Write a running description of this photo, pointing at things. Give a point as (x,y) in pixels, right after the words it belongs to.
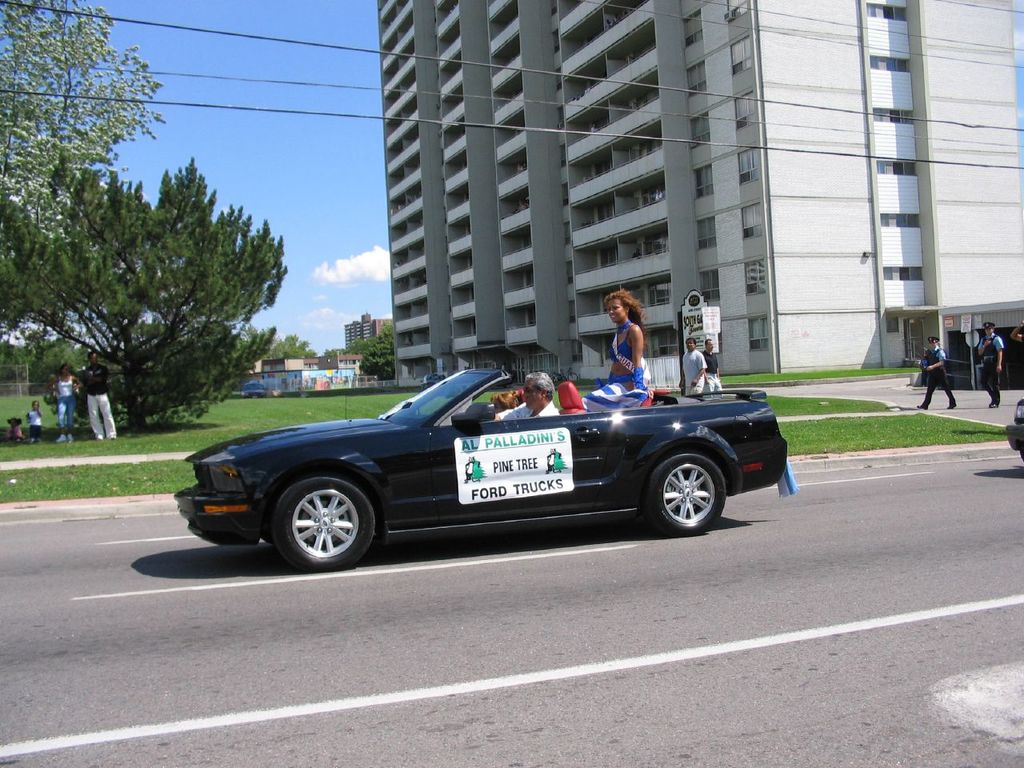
In this image we can see few people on the grass (258,418), few people (937,355) walking on the road (755,620), there is a car (585,466) on the road (541,532) and some of them are sitting in the car (348,493), there are few buildings (324,356), trees (235,360) and the sky (328,182) in the background (330,277).
